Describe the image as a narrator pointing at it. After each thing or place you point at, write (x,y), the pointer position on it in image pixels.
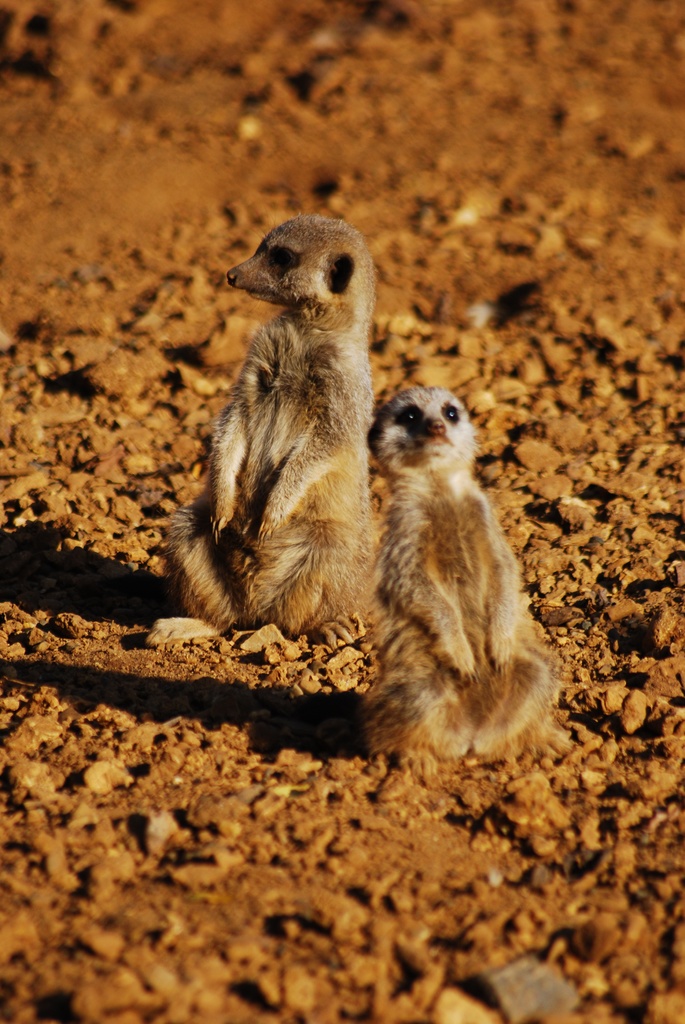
In this image I can see two meerkats (264,436) and shadows (97,677) over here.
